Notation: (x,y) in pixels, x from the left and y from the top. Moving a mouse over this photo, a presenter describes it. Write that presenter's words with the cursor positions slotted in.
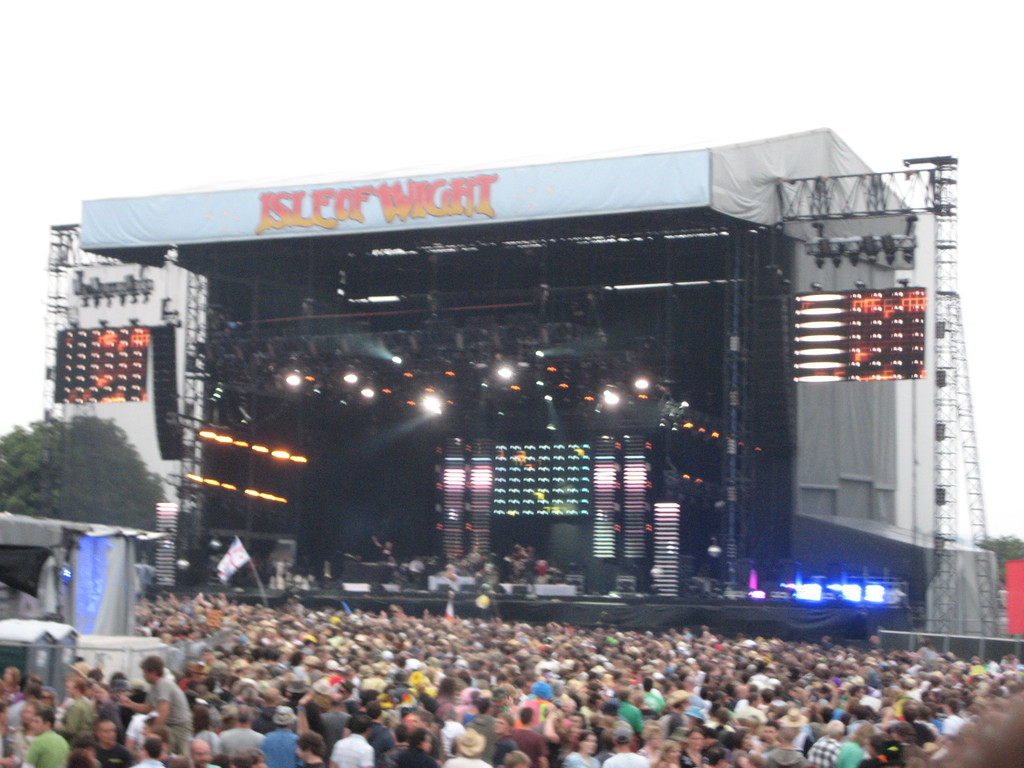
In the foreground (413,654) I can see a crowd (460,709) on the road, flag poles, tent (129,631), boxes (145,645) and a group of people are performing on the stage (616,601). In the background (794,586) I can see lights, screen (570,498), metal roofs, roof top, shade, trees (117,449) and the sky (169,54). This image is taken may be on the road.
